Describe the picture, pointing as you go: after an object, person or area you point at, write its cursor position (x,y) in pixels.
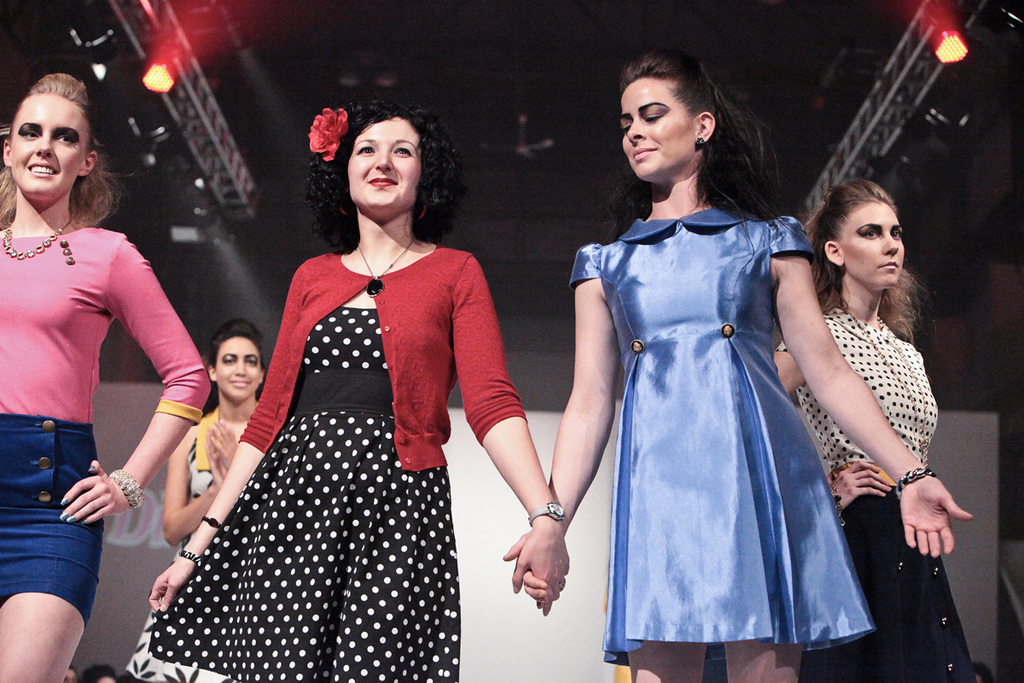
In the center of the image (468,273) we can see two women (711,361) standing and holding the hands (541,560). We can also see the other three women (68,479) in this image. At the top (167,68) we can see the lights (148,77) and also the fence (906,42). In the background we can see the screen (145,554).
